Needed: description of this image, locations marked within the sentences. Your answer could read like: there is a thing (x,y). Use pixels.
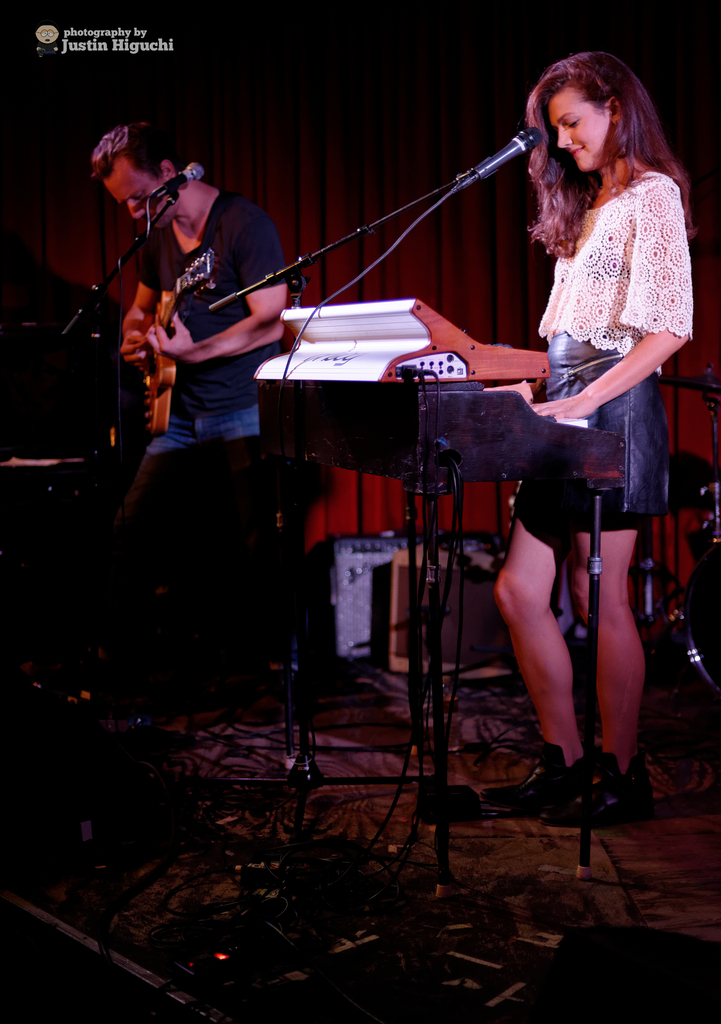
This picture shows a woman (628,131) standing and playing a piano (528,354) with the help of a microphone (515,151) and a man (150,263) standing and playing a guitar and we see a microphone (188,166) in front of him.
